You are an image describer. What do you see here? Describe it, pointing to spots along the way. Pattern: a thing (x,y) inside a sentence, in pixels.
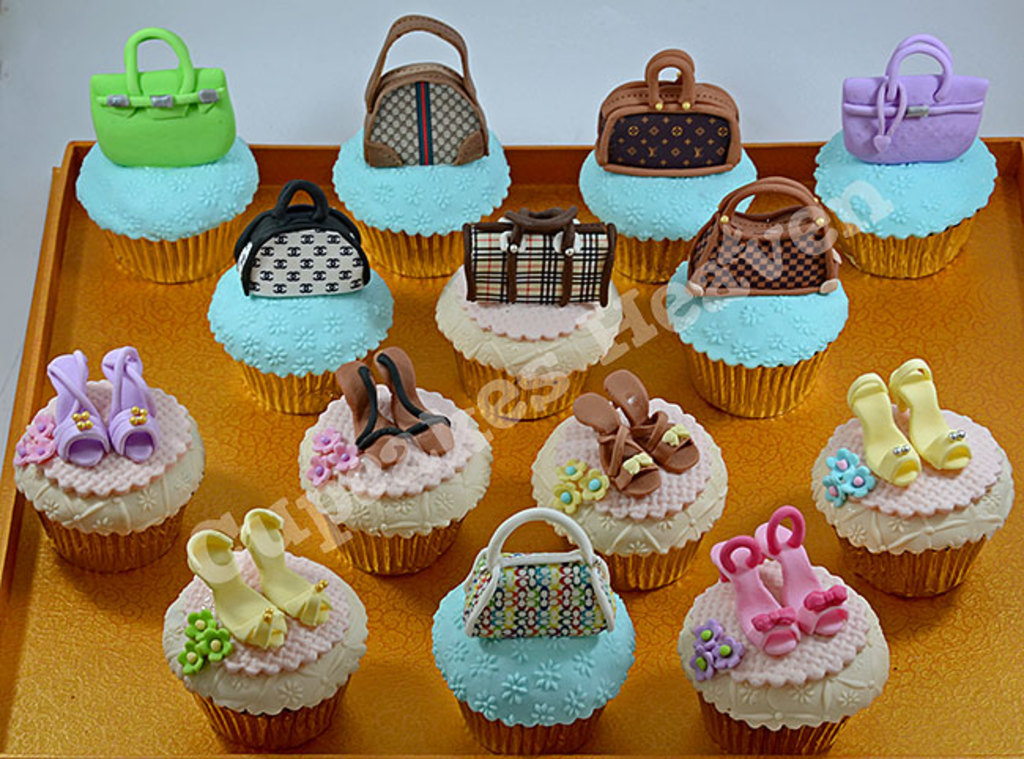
Here I can see a tray (943,641) which consists of few cupcakes (562,477) on it.
